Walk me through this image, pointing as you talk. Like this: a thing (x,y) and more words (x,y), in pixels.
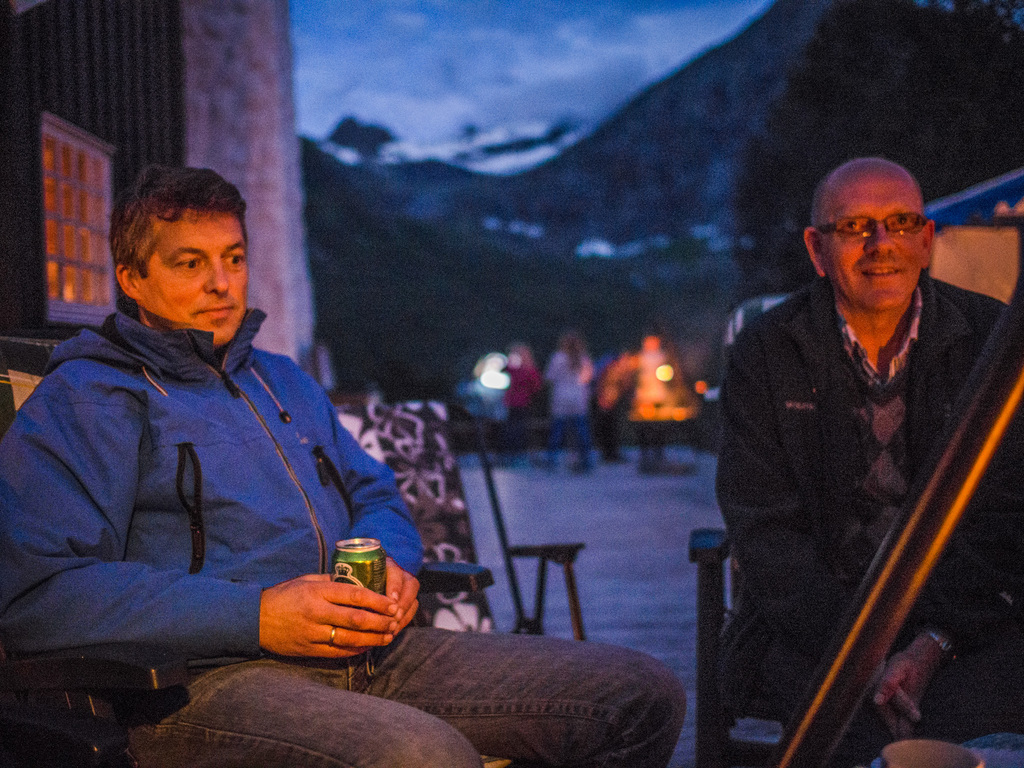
This image is taken outdoors. At the top of the image (427,63) there is a sky (499,98) with clouds (573,70). In the background (520,149) there is a hill (619,155) and a few people (527,362) are standing on the ground (692,464). On the right side of the image (757,608) a man (859,178) is sitting on the chair (713,580). On the left side of the image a man (206,479) is sitting on the chair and holding a green tin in his hand (291,615) and there is a building (176,124).
